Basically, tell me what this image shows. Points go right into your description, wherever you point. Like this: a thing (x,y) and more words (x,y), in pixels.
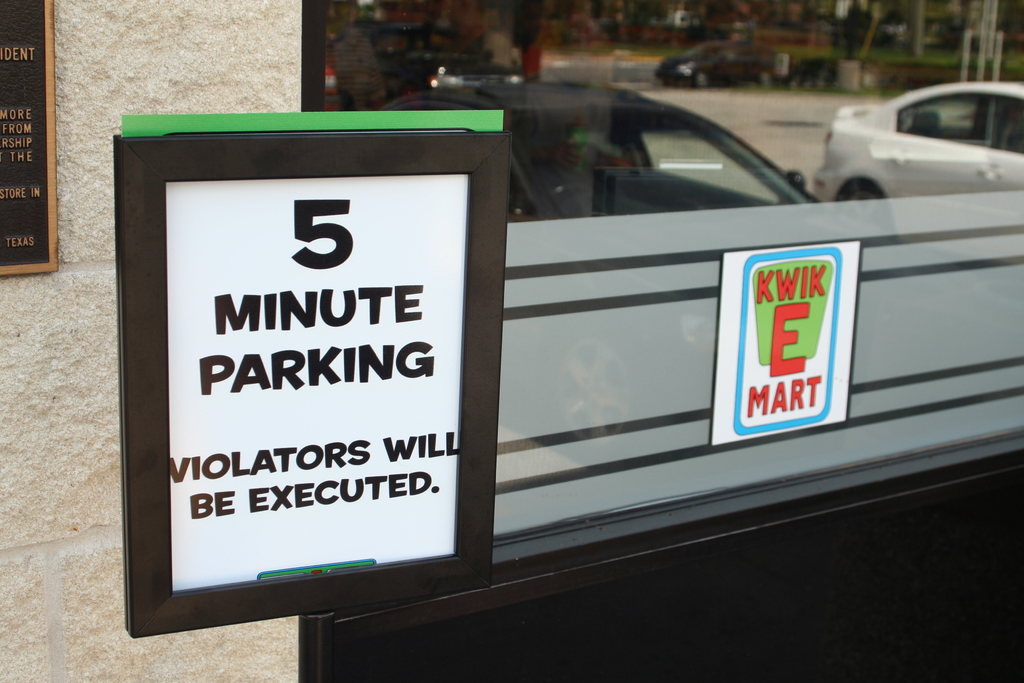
In this picture we can see a board (176,328), wall (73,303) and a glass (635,209) and in the glass (658,135) we can see the reflection (736,125) of cars (610,88) on the road (763,132).
